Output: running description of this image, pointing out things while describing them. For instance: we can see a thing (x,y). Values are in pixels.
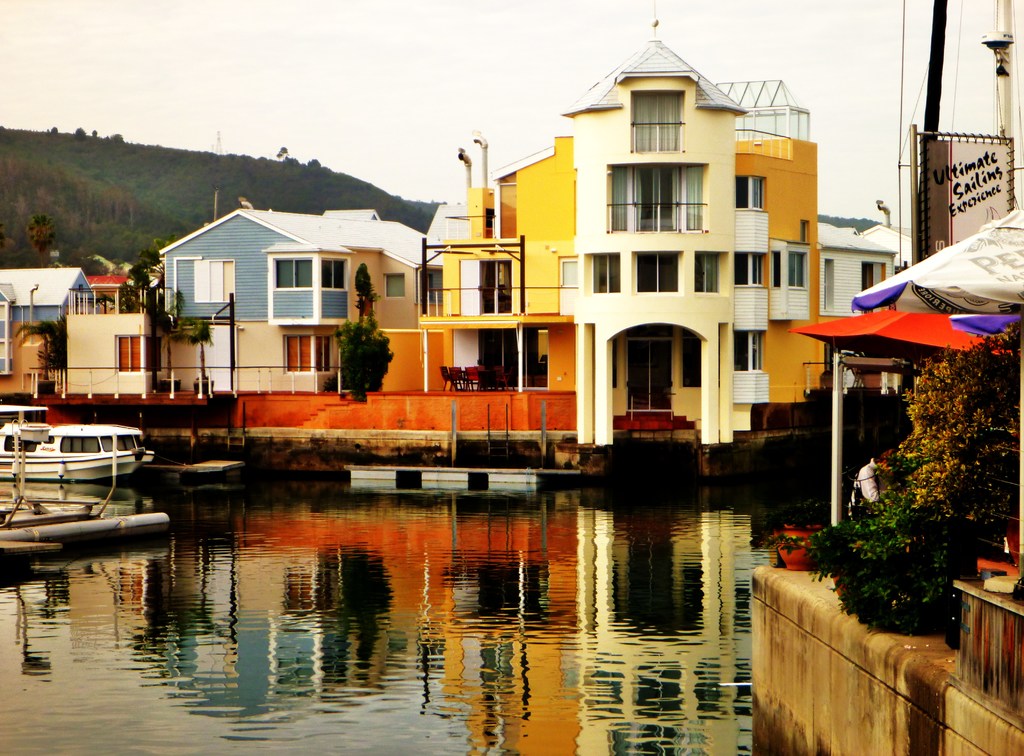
In this picture we can see boats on water (272,600), here we can see buildings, trees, person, chairs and some objects (389,477) and in the background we can see a mountain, sky (166,20).
